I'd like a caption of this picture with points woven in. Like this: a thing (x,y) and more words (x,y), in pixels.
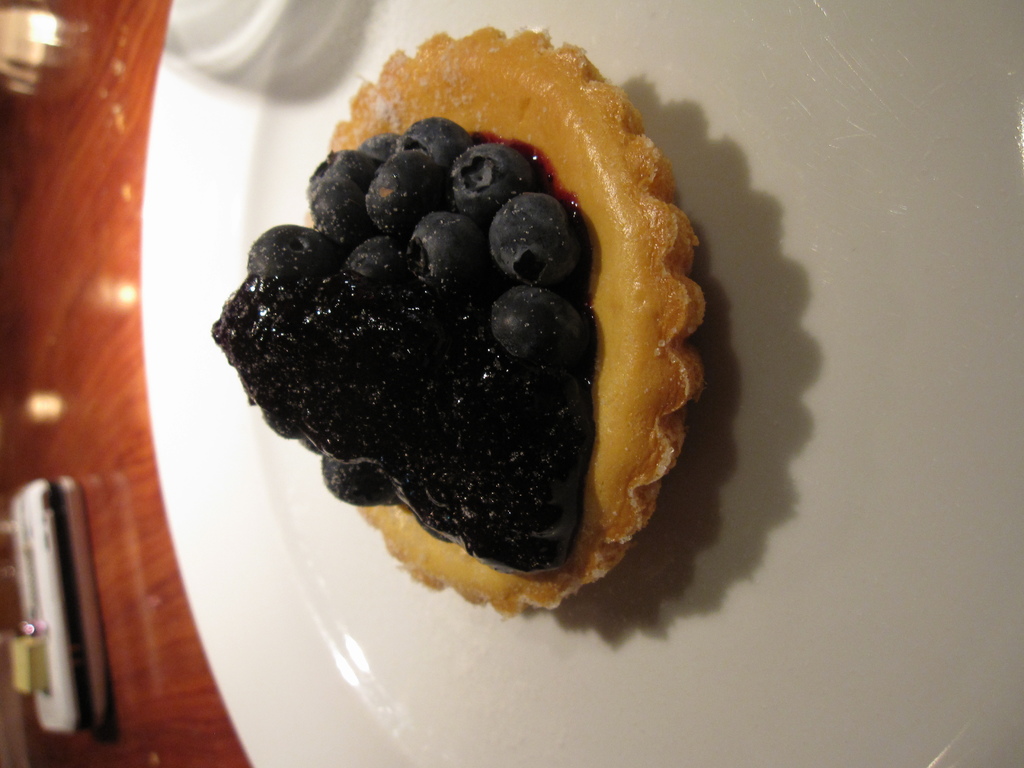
In this image I can see the food (467,368) which is in black and brown color and the food (615,339) is in the plate (780,410). The plate (692,568) is in white color and the plate (189,519) is on the brown color surface (152,665).
